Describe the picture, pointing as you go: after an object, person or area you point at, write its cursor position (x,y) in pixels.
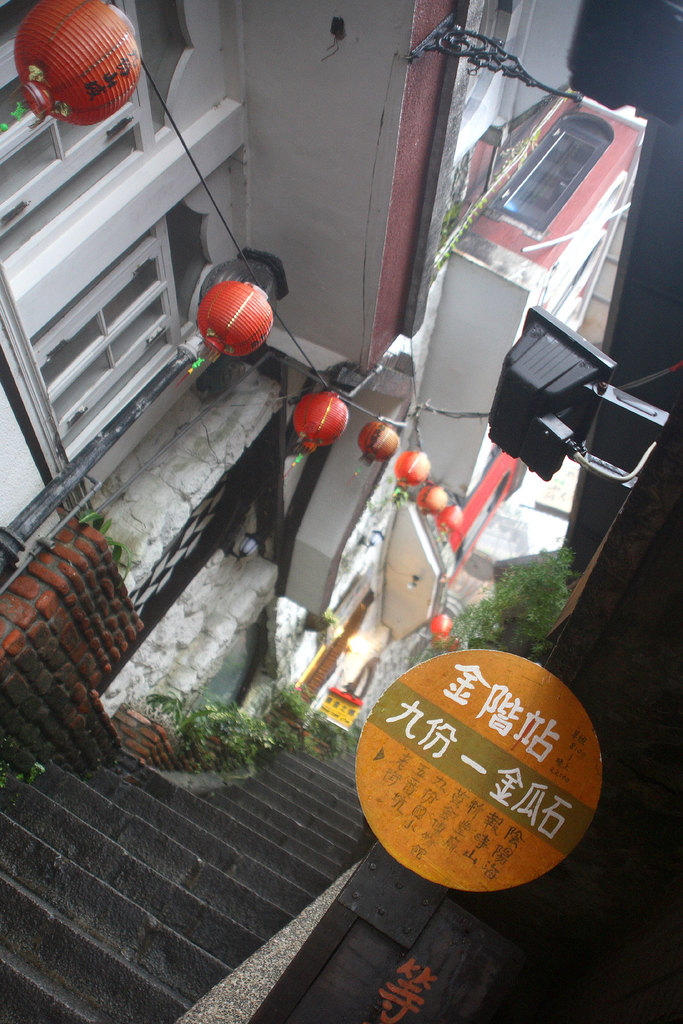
In this picture, we can see a board (469,785), a black object (526,454), steps (150,895) and on the left side of the steps (323,777) there are plants (218,709), buildings (277,428) and a wire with some decorative items (420,479).
